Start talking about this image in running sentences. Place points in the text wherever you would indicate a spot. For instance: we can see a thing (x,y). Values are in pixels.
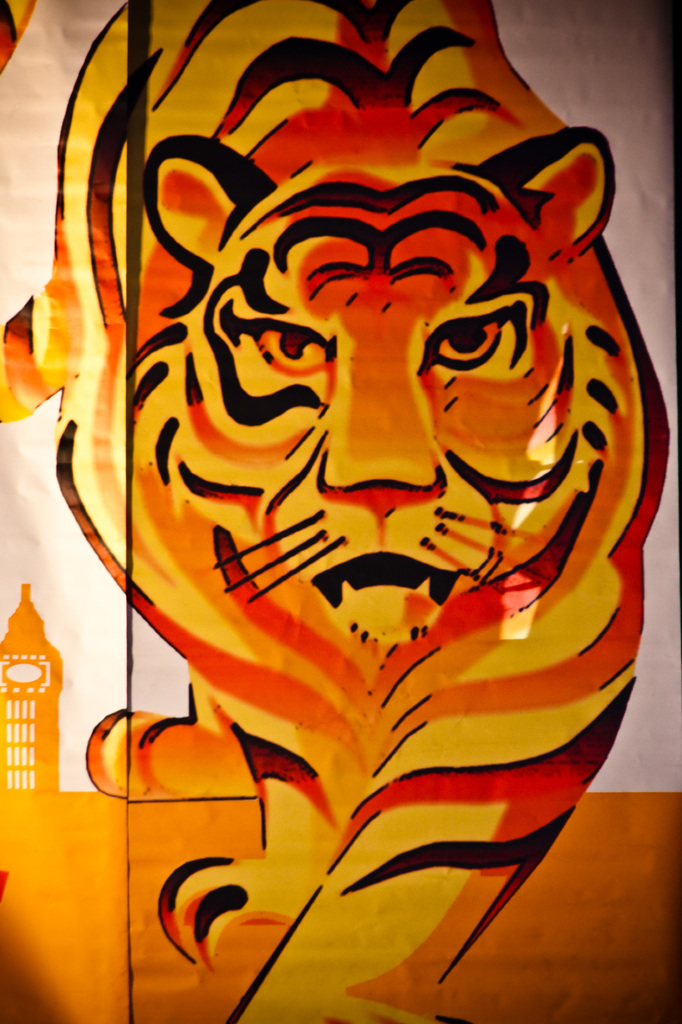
In this picture there is a painting (338,546) of a tiger (352,483), Which is in black and orange in color.
